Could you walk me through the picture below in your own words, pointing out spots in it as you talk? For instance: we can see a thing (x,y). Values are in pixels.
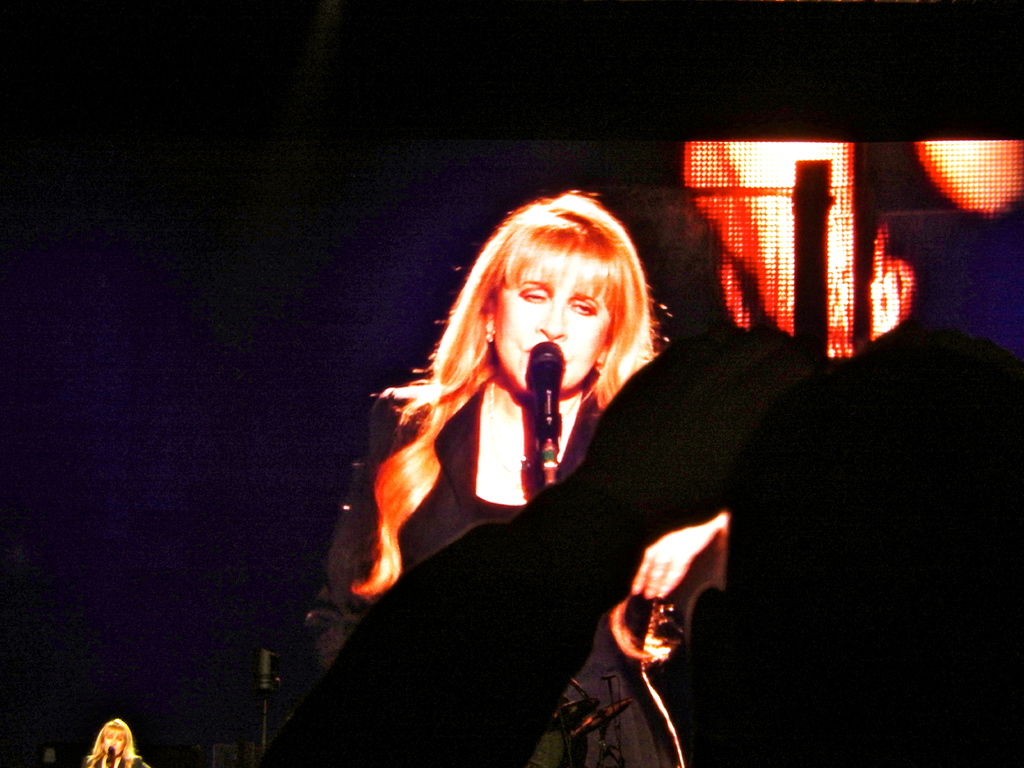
Background (26,281) portion of the picture is completely dark and we can see a woman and mike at the bottom left corner (112,749). Here we can see a woman (566,424) in a black dress (140,766). This is a mike (113,762).
